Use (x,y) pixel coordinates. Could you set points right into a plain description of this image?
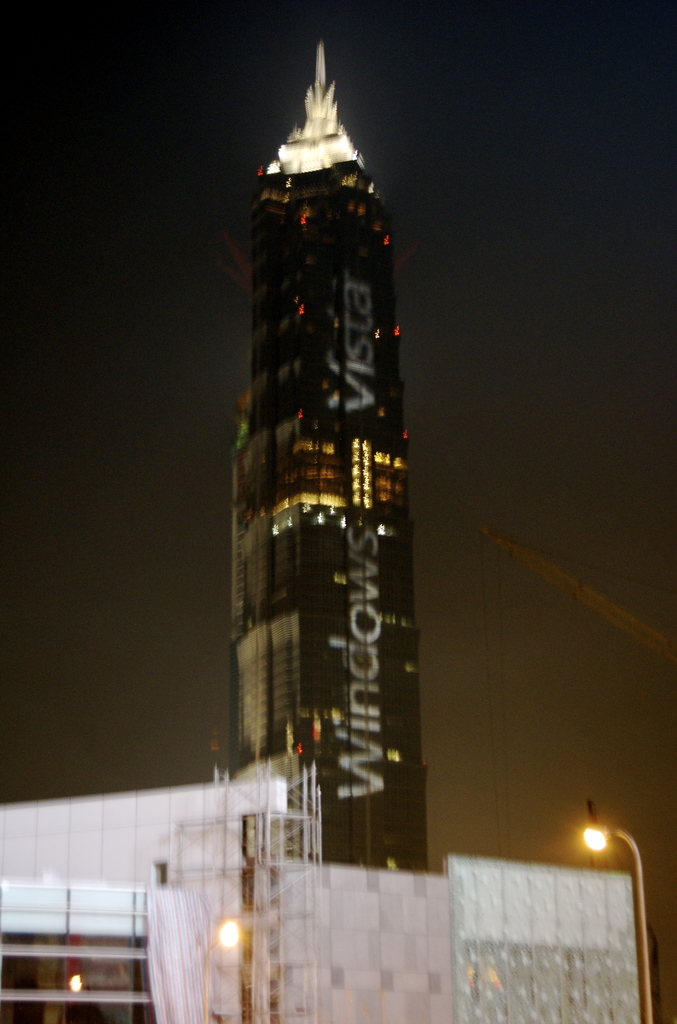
There are buildings (432,960) and street lights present at the bottom of this image (188,944). We can see a tower (340,481) in the middle of this image (408,413) and there is a sky (548,370) in the background (530,445).
